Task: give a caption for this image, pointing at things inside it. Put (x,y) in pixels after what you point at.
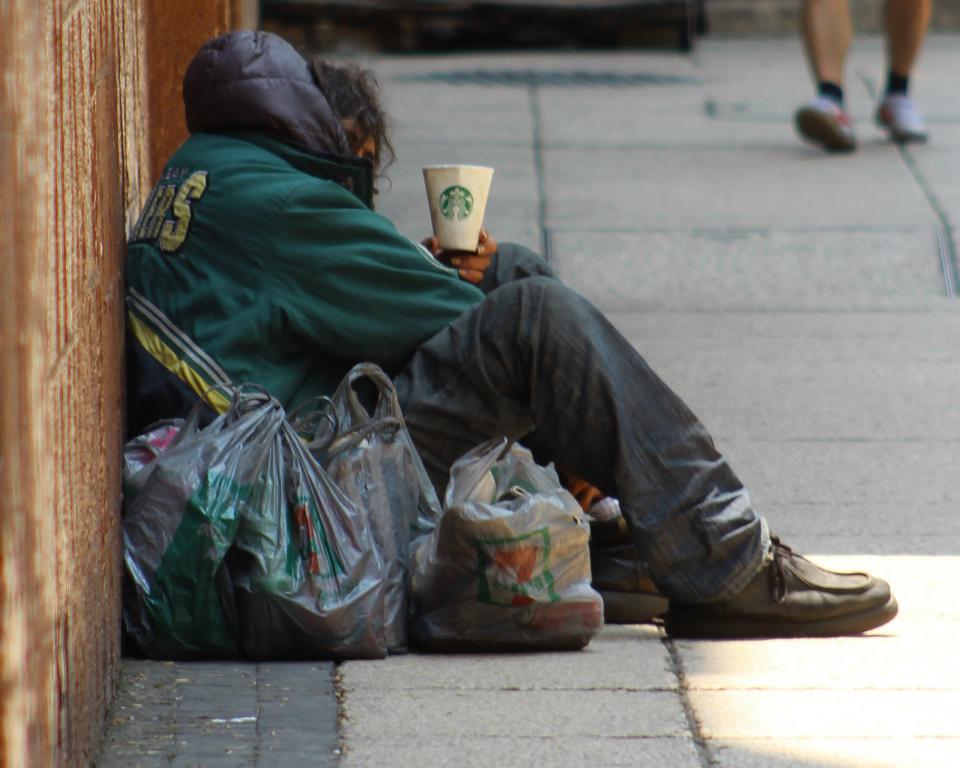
In this image we can see a person (283,188) holding the cup (450,230) and sitting on the path (802,482). We can also see the other persons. We can see the covers (341,435) and also the wall (102,420).
